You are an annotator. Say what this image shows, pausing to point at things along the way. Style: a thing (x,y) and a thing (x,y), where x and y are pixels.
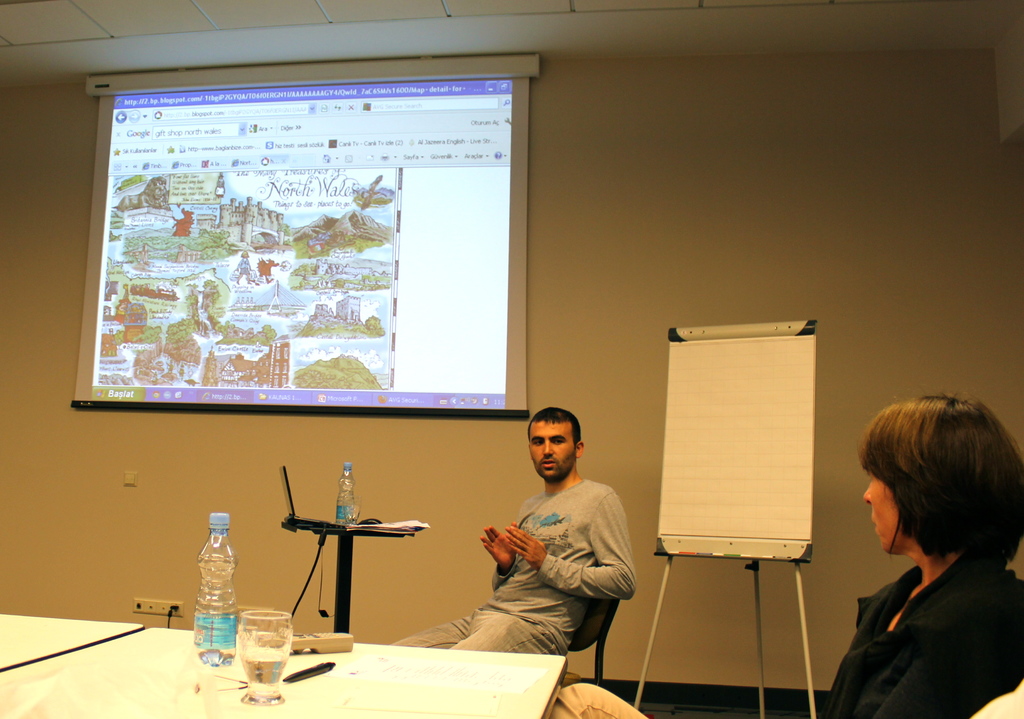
In the center of the image (577,424) we can see two persons (547,583) are sitting. And we can see tables (75,665), water bottles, one glass (265,621) and some objects (321,634). In the background (275,569) there is a wall (705,216), roof (570,28), board (719,433), switchboard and a screen (460,266). On the screen (328,353), we can see some text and some objects (364,343).
